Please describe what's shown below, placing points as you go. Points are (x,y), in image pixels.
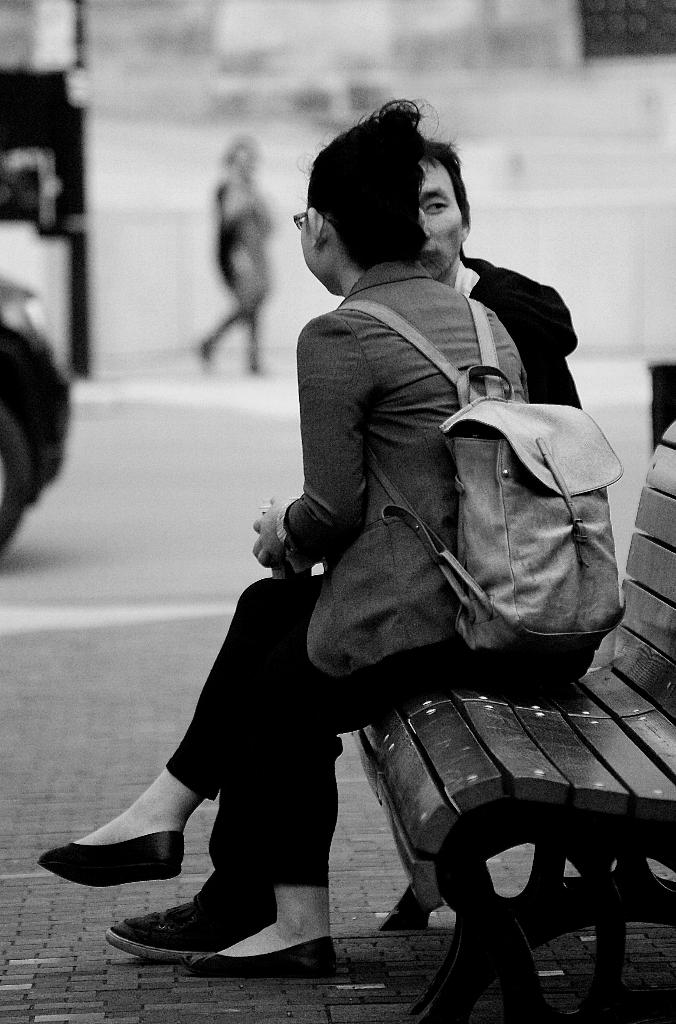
This is the black and white image where we can see a woman (352,486) wearing a blazer (369,597) and a backpack (576,473) and a man (547,341) are sitting on the wooden bench (505,819). The background of the image (164,507) is slightly blurred, where we can see a person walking on the road (167,556).
